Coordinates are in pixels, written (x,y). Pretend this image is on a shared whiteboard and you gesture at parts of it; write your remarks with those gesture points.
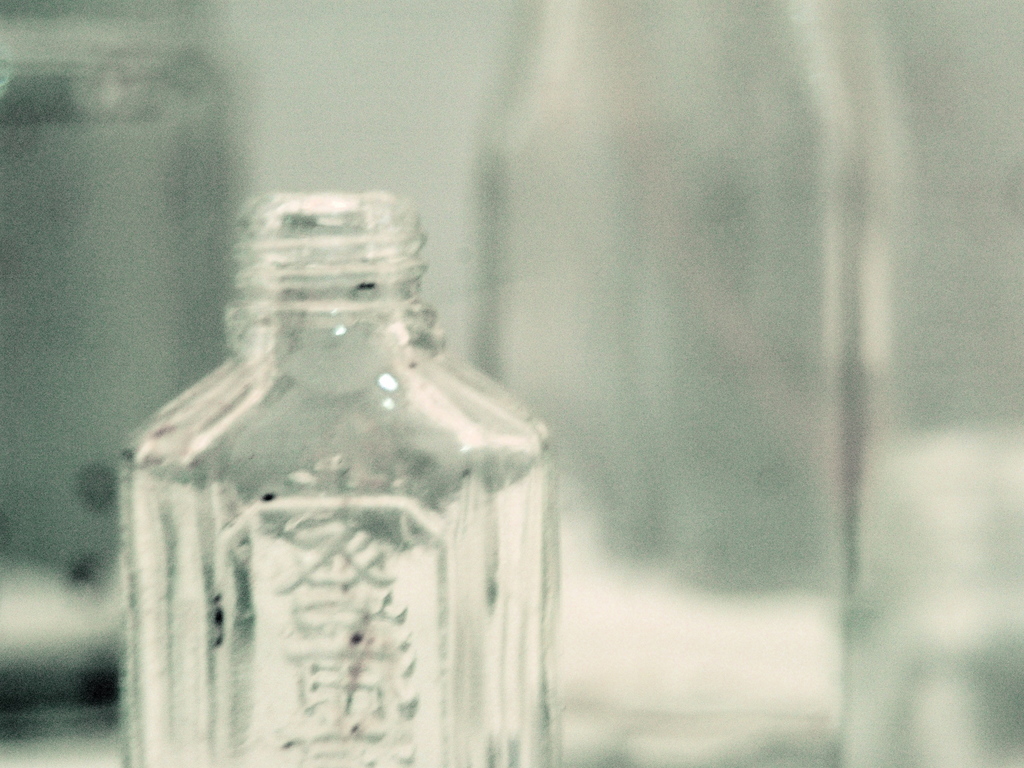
The picture contain some glass bottles (335,370). In the center of the picture (528,426) there is a bottle (249,491). On the left (129,348) there is a glass jar (125,257). And in the background (620,119) there is another glass bottle (685,660).
